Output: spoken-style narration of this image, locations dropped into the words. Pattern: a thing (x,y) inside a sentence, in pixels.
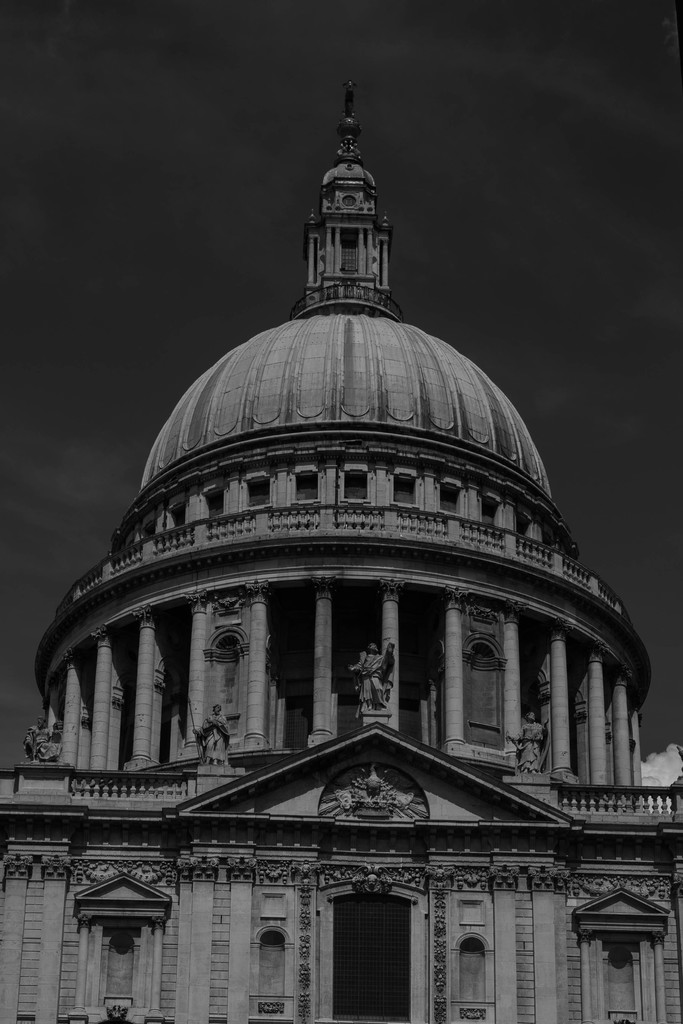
This picture is in black and white. In the center (396,426) there is a cathedral (353,625) with pillars (389,636) and statues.
